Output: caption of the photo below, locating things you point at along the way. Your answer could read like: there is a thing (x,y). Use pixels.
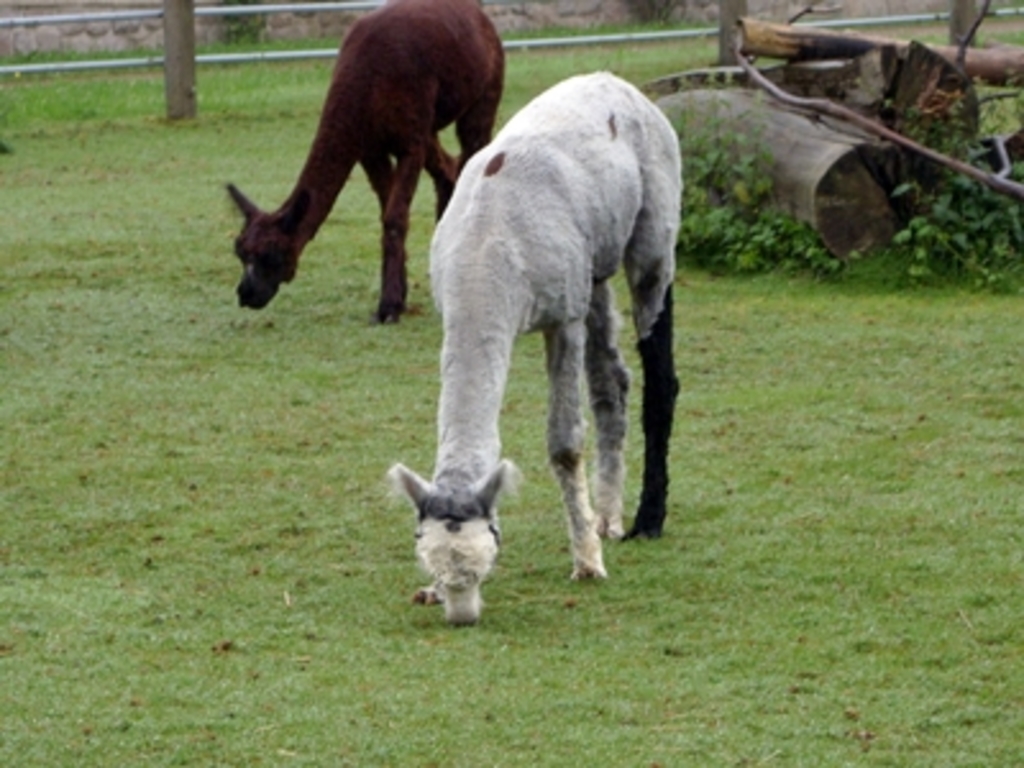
In the image there are two animals (451,240) standing on the ground (297,376). On the ground (231,480) there is grass (742,449). Behind them there are wooden logs (826,141). At the top of the image (173,42) there is fencing (615,42).
